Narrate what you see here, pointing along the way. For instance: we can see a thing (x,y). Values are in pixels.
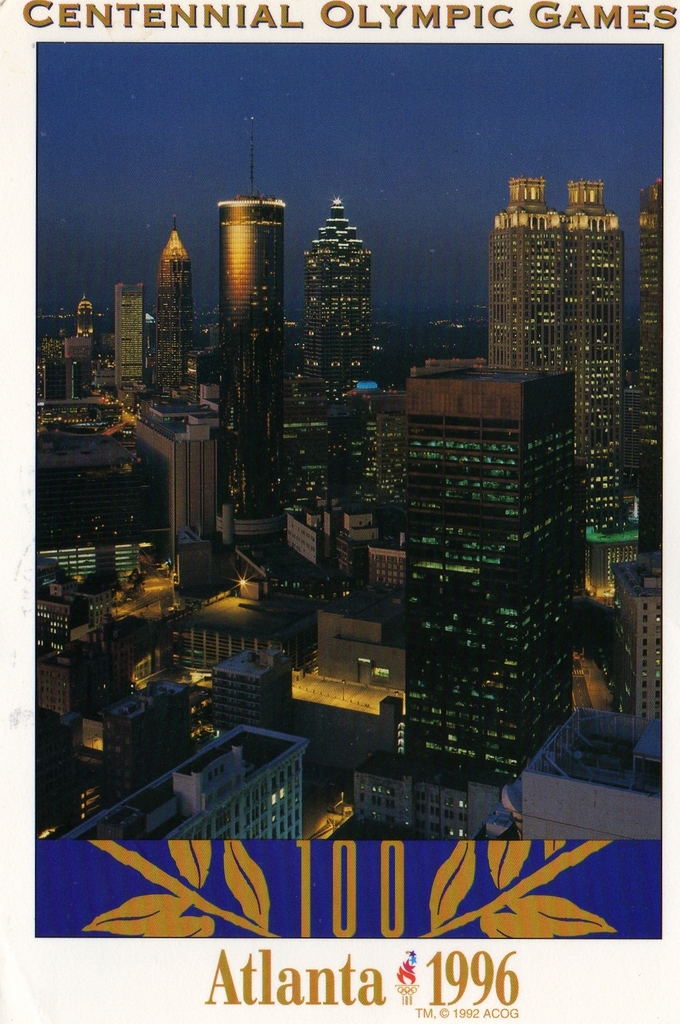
In this image I can see a poster (374,302) in which I can see number of buildings (251,527), lights (358,455) and the dark sky (356,167) in the background (291,157). I can see something is written on the poster (251,829).
